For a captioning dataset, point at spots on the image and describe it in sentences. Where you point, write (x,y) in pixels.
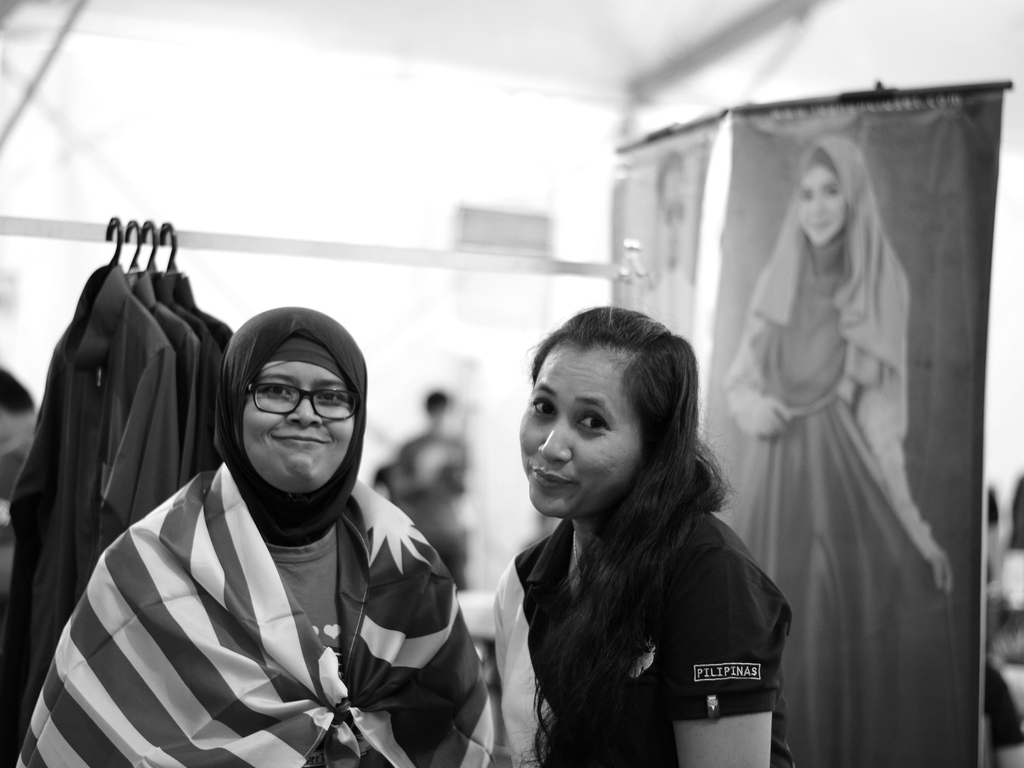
In the foreground of this picture (597,596) we can see the two persons (326,509) seems to be standing. In the background (143,315) we can see the clothes (160,311) hanging on an object (218,244) with the help of the hangers (150,253). On the right corner (820,248) we can see the pictures (693,256) on the banners (925,350). In the background (349,149) we can see the wall (369,188) and some other objects (453,456).
